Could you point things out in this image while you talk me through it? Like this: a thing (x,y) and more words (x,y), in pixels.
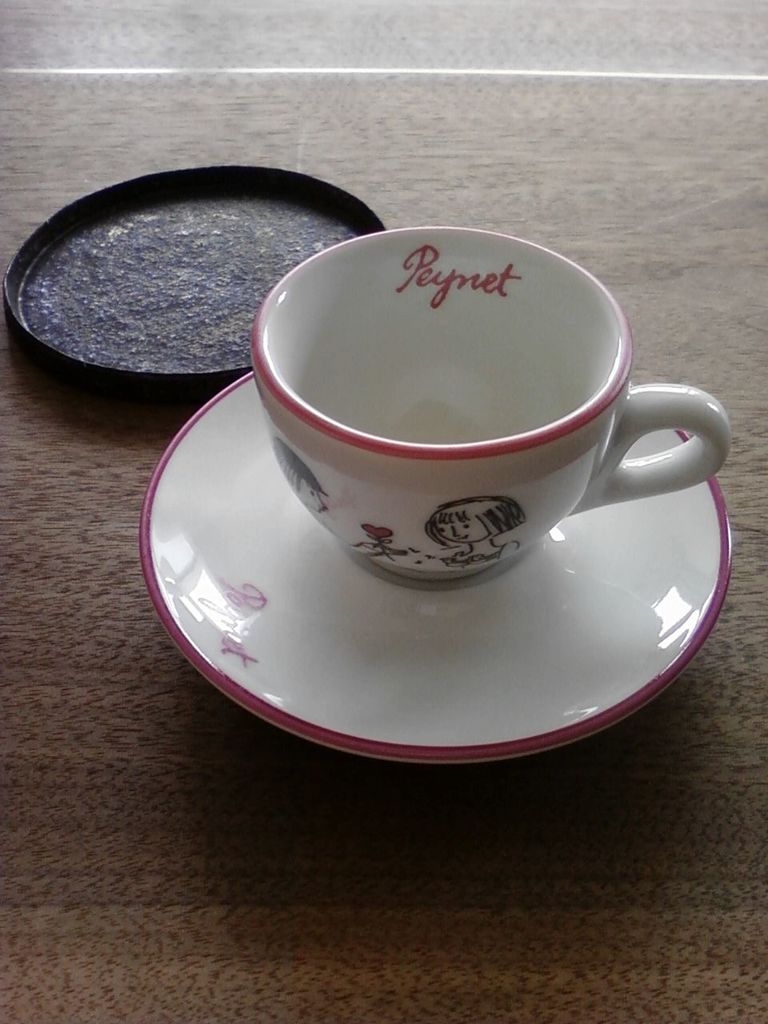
In this image we can see there is a table (171,721). On the table (277,755) there is a cup (359,516), saucer (300,663) and another object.
